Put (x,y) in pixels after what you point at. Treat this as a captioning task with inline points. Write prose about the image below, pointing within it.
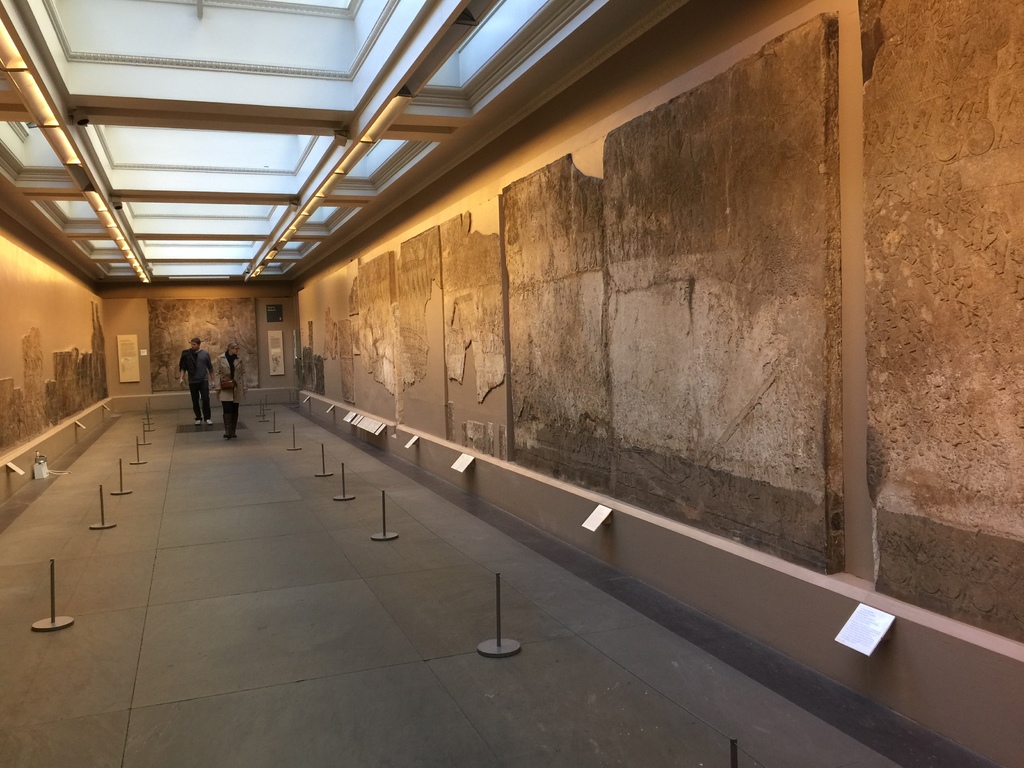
In this picture I can see there are two people (232,410) walking and there are few objects (682,440) placed on the wall (879,649) and there are boards (857,631) attached to the wall (844,651).
